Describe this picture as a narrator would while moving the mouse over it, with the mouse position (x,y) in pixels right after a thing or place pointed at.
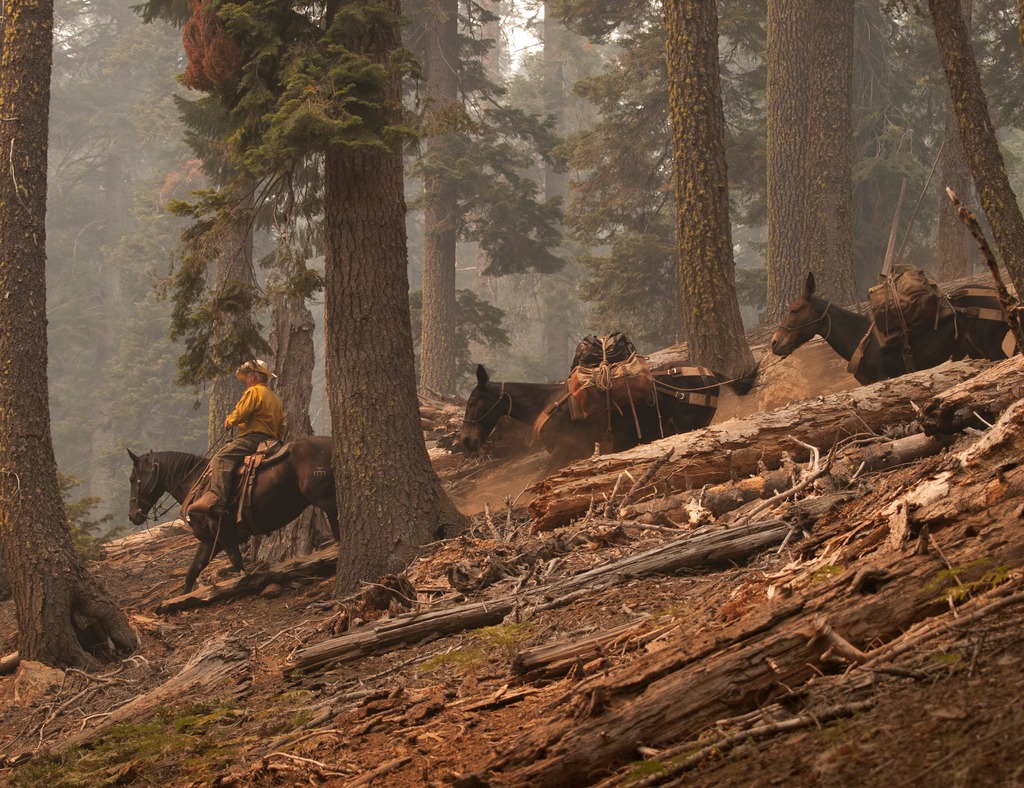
In this picture we can see wooden barks (771,487), few horses (752,385) and a man (229,474), he is seated on the horse (216,533), in the background (521,282) we can see few trees (547,206).
